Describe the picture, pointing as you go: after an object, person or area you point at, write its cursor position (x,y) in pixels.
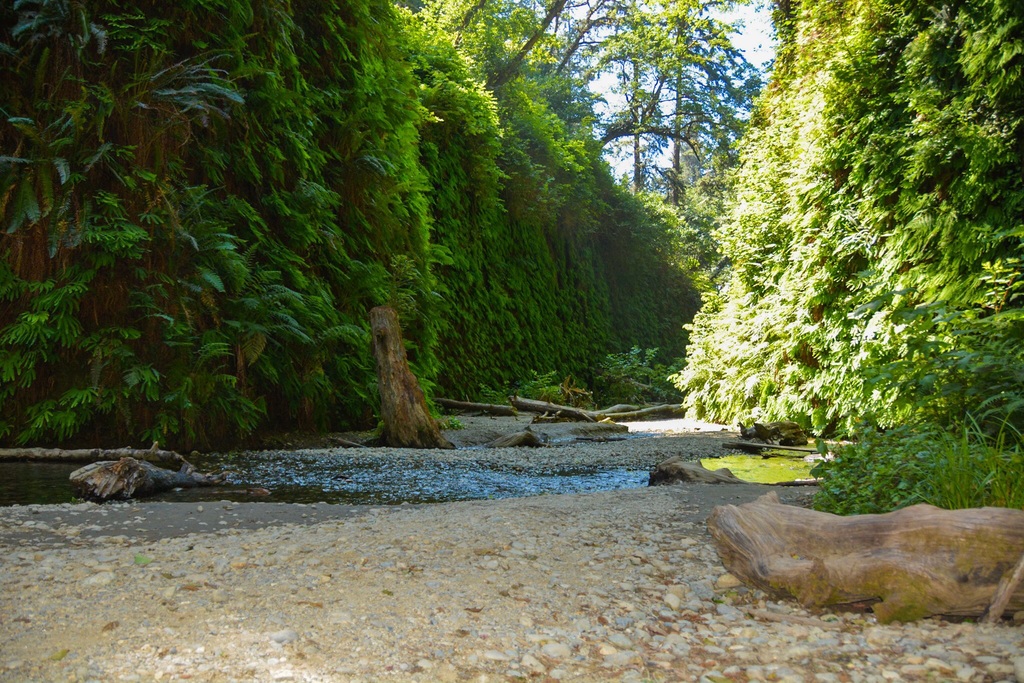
In the foreground of this picture (597,527), there is a ground (499,601) and trunks (797,585) on the ground (342,599) and we can also see water (411,456), trees (727,55) and the sky (756,55).
